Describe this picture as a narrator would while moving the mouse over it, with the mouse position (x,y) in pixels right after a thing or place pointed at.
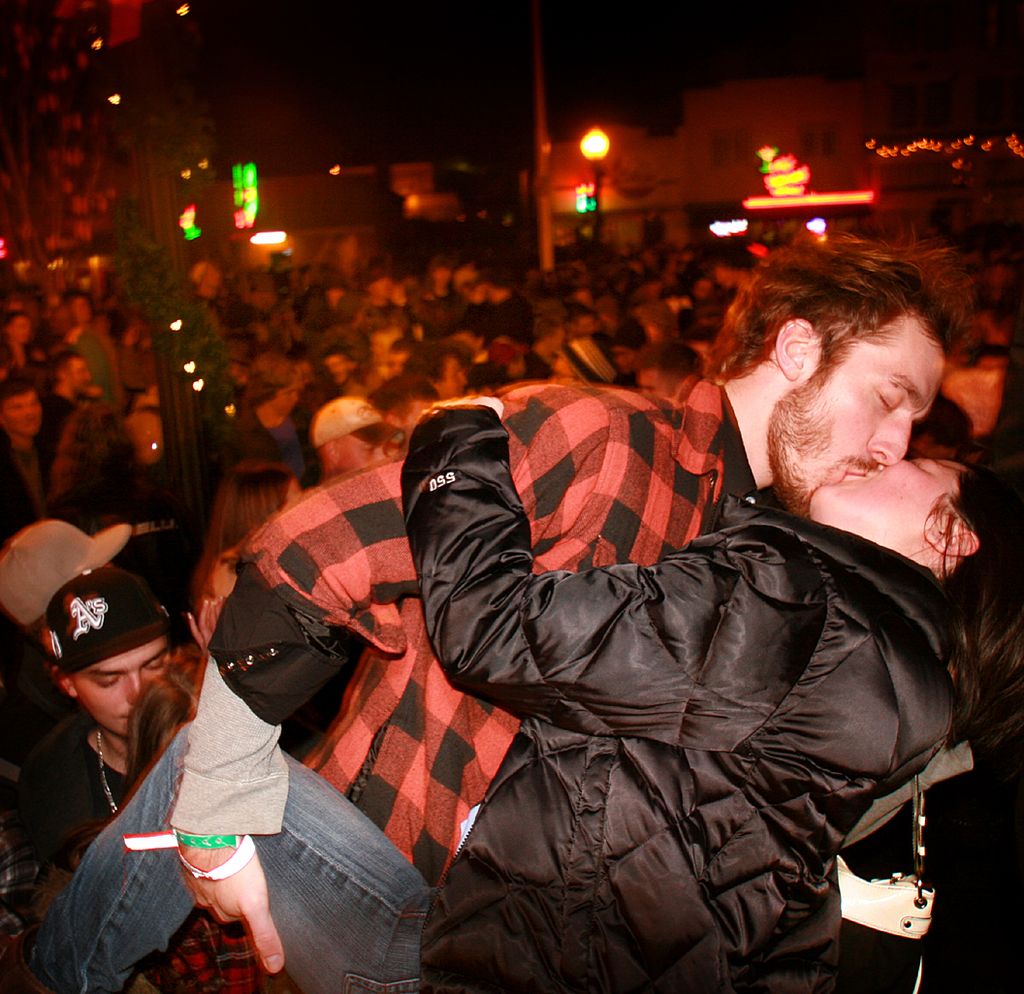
In this image we can see a crowd of people (548,503), two of them are kissing, there are houses (663,147), lights (777,155), there is a creeper (199,314) around a pole (186,468), and the background (758,8) is dark.
